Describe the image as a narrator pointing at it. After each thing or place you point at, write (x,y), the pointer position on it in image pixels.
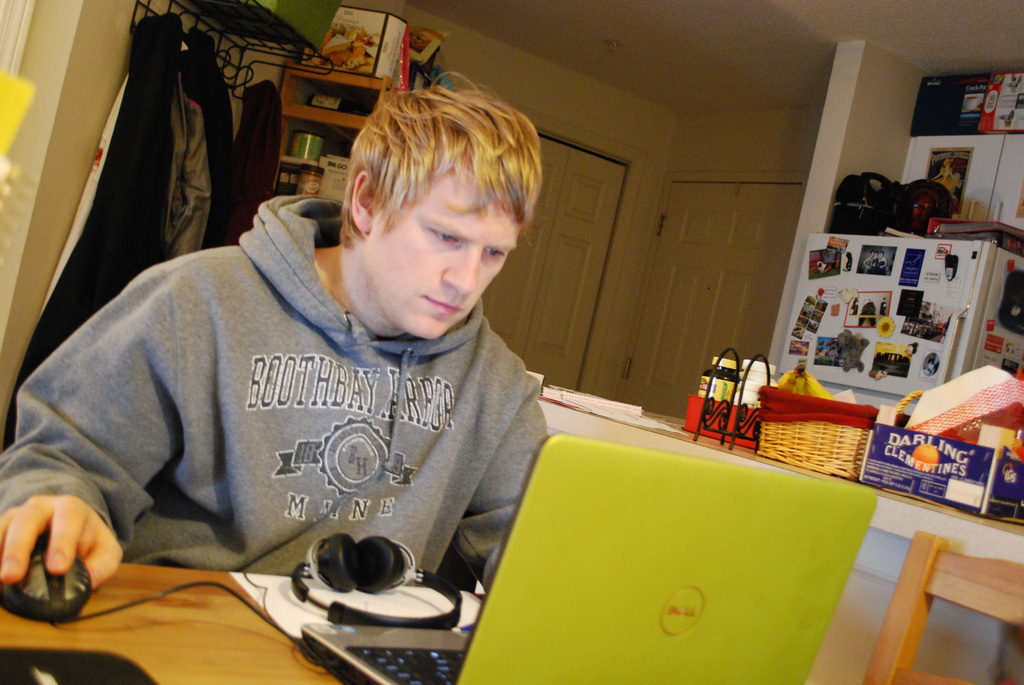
In this image i can see a man (402,331) sitting wearing ash shirt (315,414) operating the laptop (557,621) on the desk (234,652) there is a ear phone (321,578) and a paper (297,617) on the desk (216,631), at right (700,395) i can see a basket (826,444), two bottles (726,360), a card board (978,443), a paper (623,404) on a table (599,422). At back ground (903,229) there is a fridge (898,261), a bag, a card board (963,106) on a cup board (987,168) and at the left (248,109) there are few shirt (212,108) hanged and a card board (381,57) on the cup board (333,86) at the back ground (569,217) i can see a door (560,239) and a wall (634,120).
